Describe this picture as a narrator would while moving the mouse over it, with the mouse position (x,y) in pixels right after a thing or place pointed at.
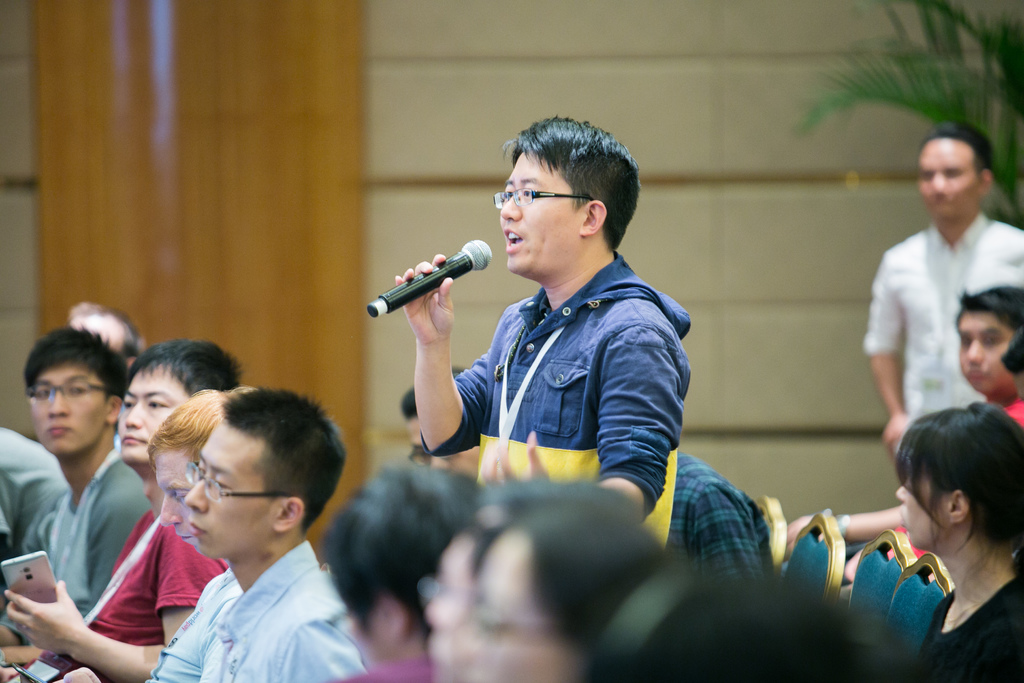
In this image we can see a person (502,427) standing and holding a mic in his hands (484,475). This people (194,478) are sitting on the chairs (907,538). We can see a wall (680,187) and plant (914,103) in the background (961,105).
